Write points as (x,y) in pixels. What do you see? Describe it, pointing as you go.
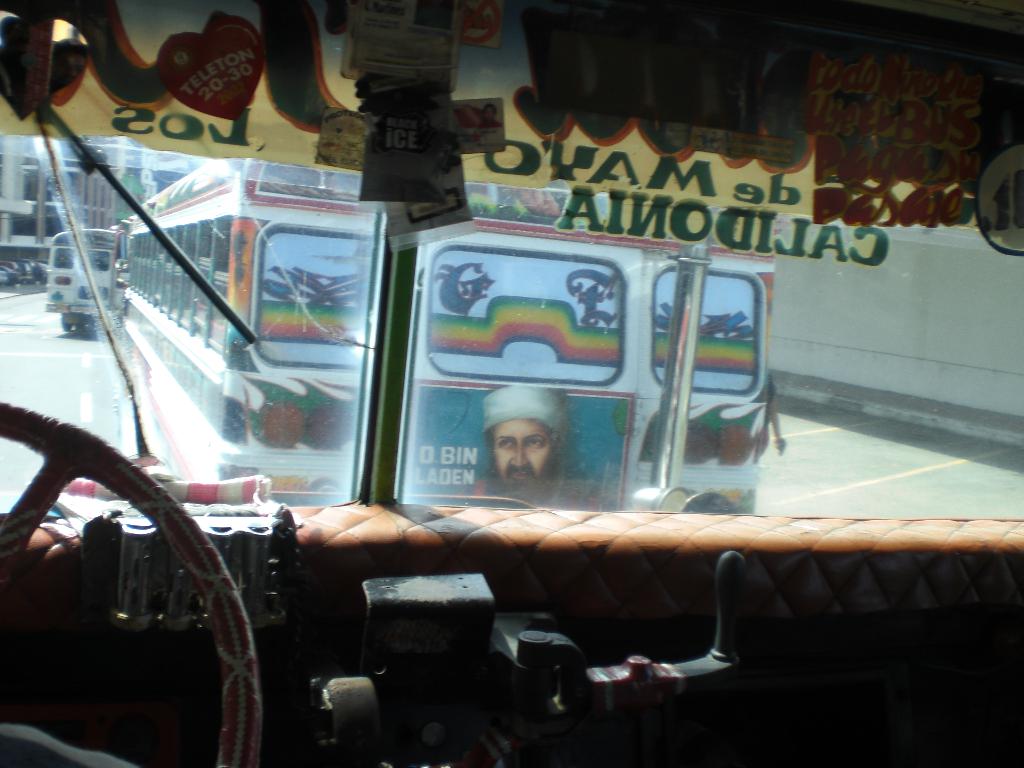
In this picture there is a vehicle (974,698) in the foreground (712,686). On the left side of the image (175,514) there is a steering (50,490). In the middle of the image (381,472) there is an object (639,661). Behind the mirror (575,187) there are vehicles (331,487) on the road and there are buildings (9,180) and there is text (879,161) on the mirror (702,162). At the bottom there is a dashboard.
